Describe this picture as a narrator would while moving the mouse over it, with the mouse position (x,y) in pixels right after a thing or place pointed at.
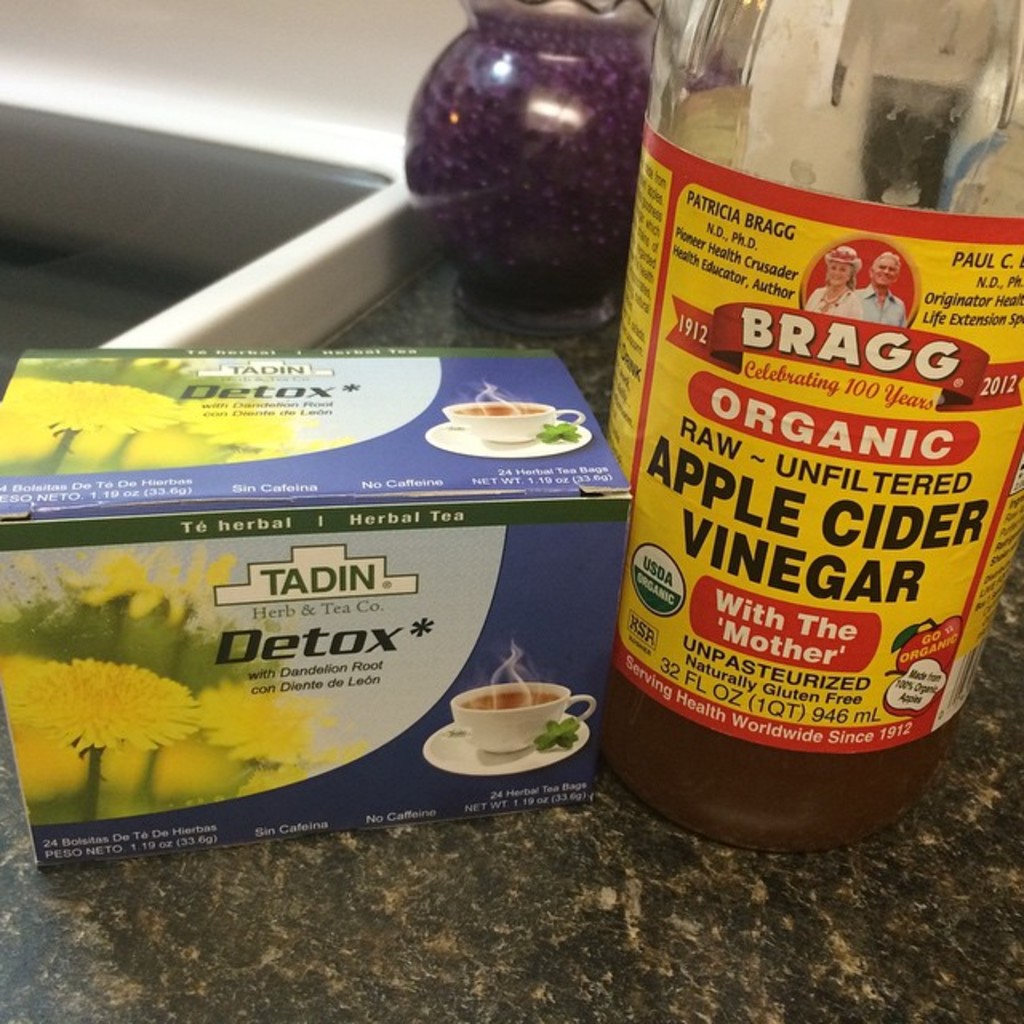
Here we can see that a box (515,367) on the table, and at side a bottle (695,322) and some label (924,582) on it, and here is some object (578,177) on it.
